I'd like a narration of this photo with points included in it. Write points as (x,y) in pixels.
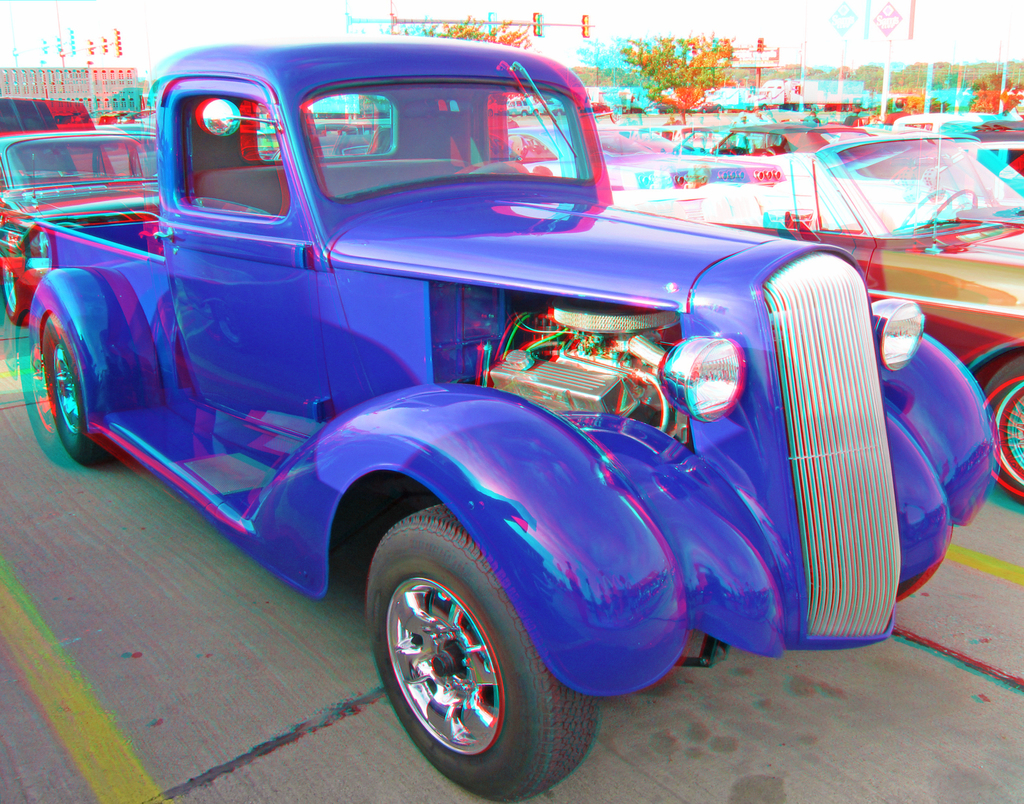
In this picture we can see so many cars (289,493) are parked in one place, back side, we can see some trees (464,41) and buildings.
